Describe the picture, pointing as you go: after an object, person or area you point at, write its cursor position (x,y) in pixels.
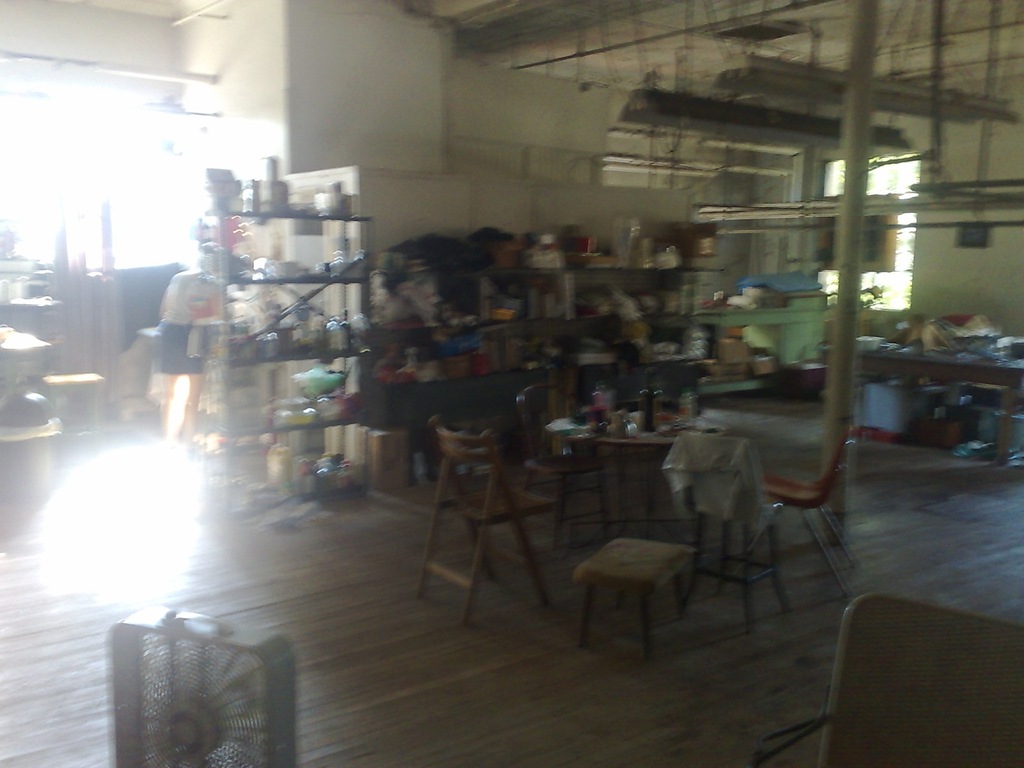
In this picture we can see a room (117,382) with racks (356,278), chairs (483,442), stool (627,586), table (646,437) and on table (626,443) we have bottles (634,425) and in the background (688,234) we can see wall (455,148), some person (202,297) standing, boxes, pillar (859,198), window (870,172), pipes (766,207), floor (935,520).
